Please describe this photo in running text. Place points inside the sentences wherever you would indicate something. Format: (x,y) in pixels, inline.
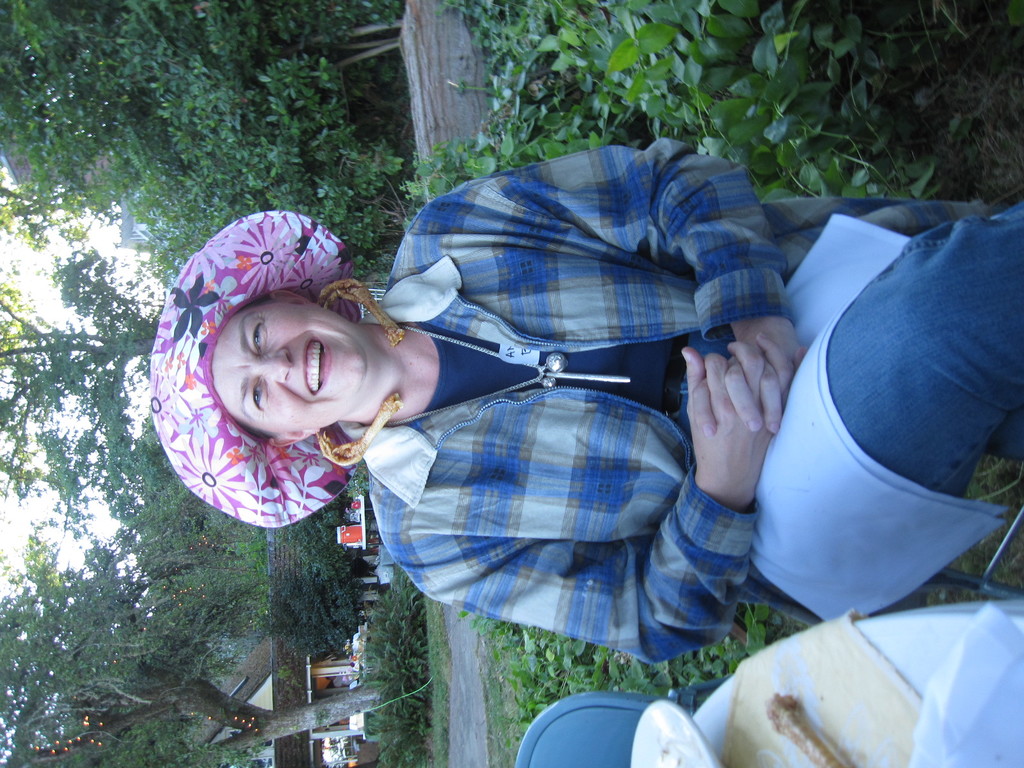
In this image in the center (493,327) there is one woman (439,429) who is sitting and she is wearing a hat (311,265), beside her there is one table (720,741) and chair (605,747). On the table (707,731) there is one bowl (680,732) and one cloth (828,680), and in the background (165,175) there are some trees (314,81), houses (312,658) and a walkway (459,674).
